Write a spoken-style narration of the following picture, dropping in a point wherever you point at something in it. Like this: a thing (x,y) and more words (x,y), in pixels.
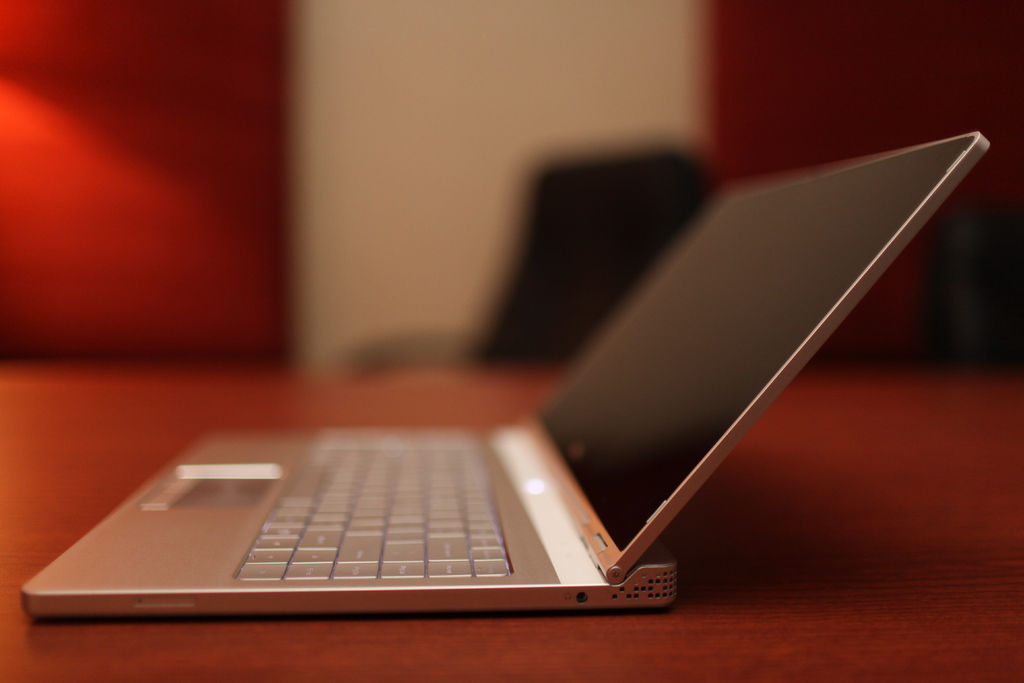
In this image in the front (458,476) there is a laptop (496,472) which is on the red colour surface (826,573) and the background (425,123) is blurry.
